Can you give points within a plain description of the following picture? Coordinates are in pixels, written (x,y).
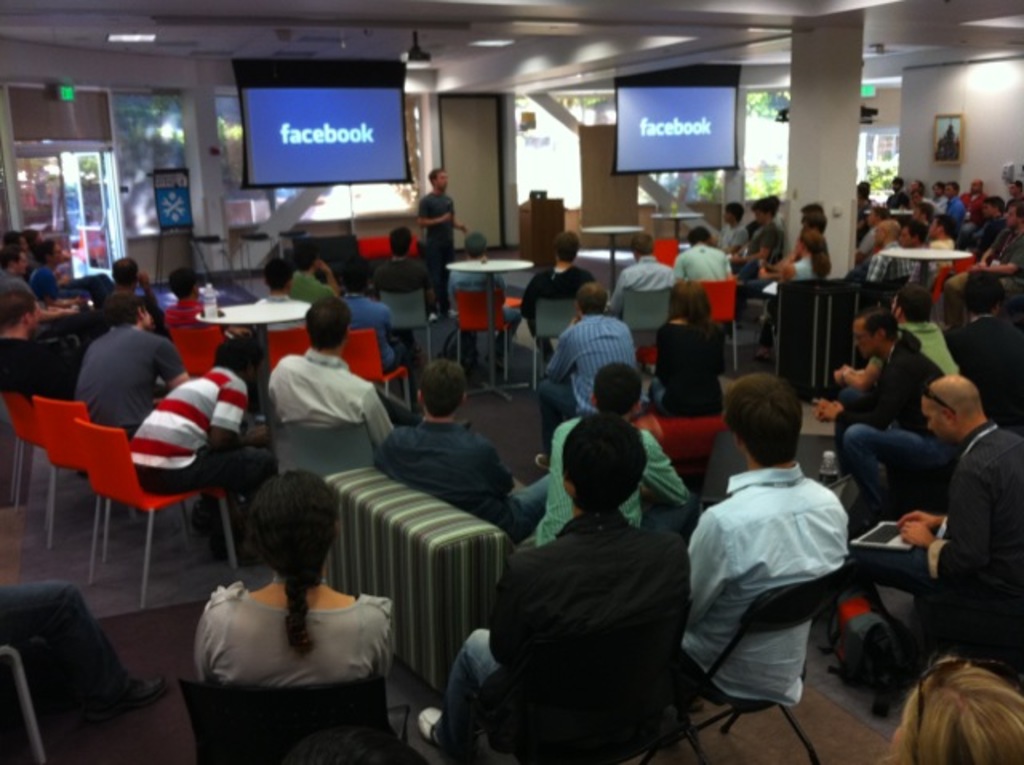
In this picture there are group of people (592,297) sitting on the chairs (934,287) and there are tables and there is a person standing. There are screens (265,138) and there is text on the screens (277,153) and there is a frame (948,147) and light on the wall (970,114). At the back (787,131) there is a glass wall (126,105), behind the glass wall (401,187) there are trees (759,171) and there is a door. At the top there are lights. At the bottom (113,515) there is a mat (814,742) and there is a floor (808,729).
